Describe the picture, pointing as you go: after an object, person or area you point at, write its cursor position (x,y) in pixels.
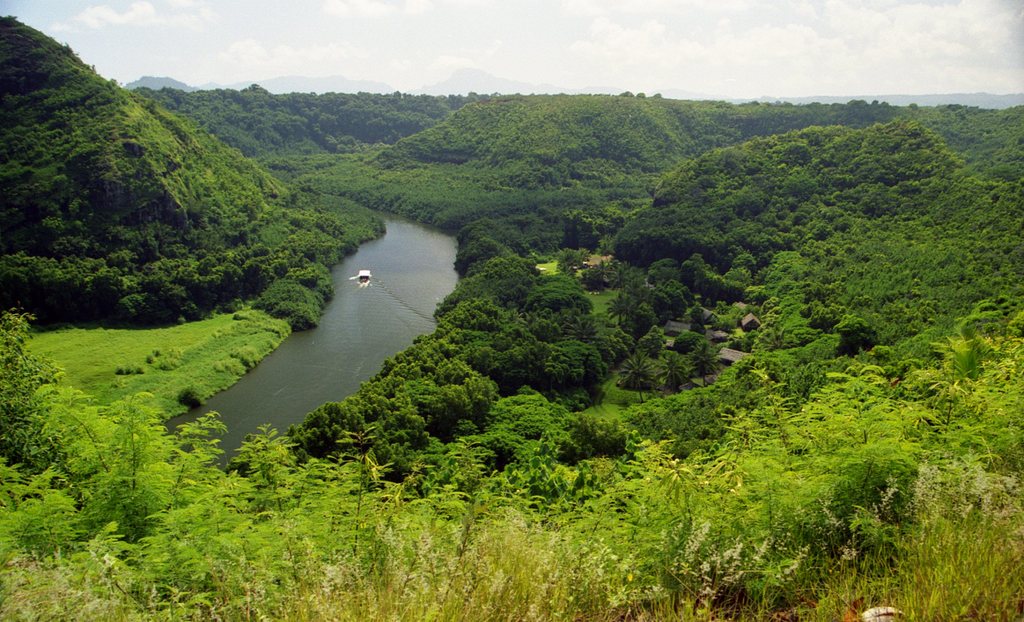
In this image it seems like a lake (318,349) which is in the middle (369,306). In the lake (318,349) there is a boat (369,275). There are hills (427,164) on either side of the lake (388,264). At the bottom (397,524) there are plants (700,499). In the background (399,168) there are trees (233,173) on the hills (136,186). At the top (285,36) there is the sky (276,22).
